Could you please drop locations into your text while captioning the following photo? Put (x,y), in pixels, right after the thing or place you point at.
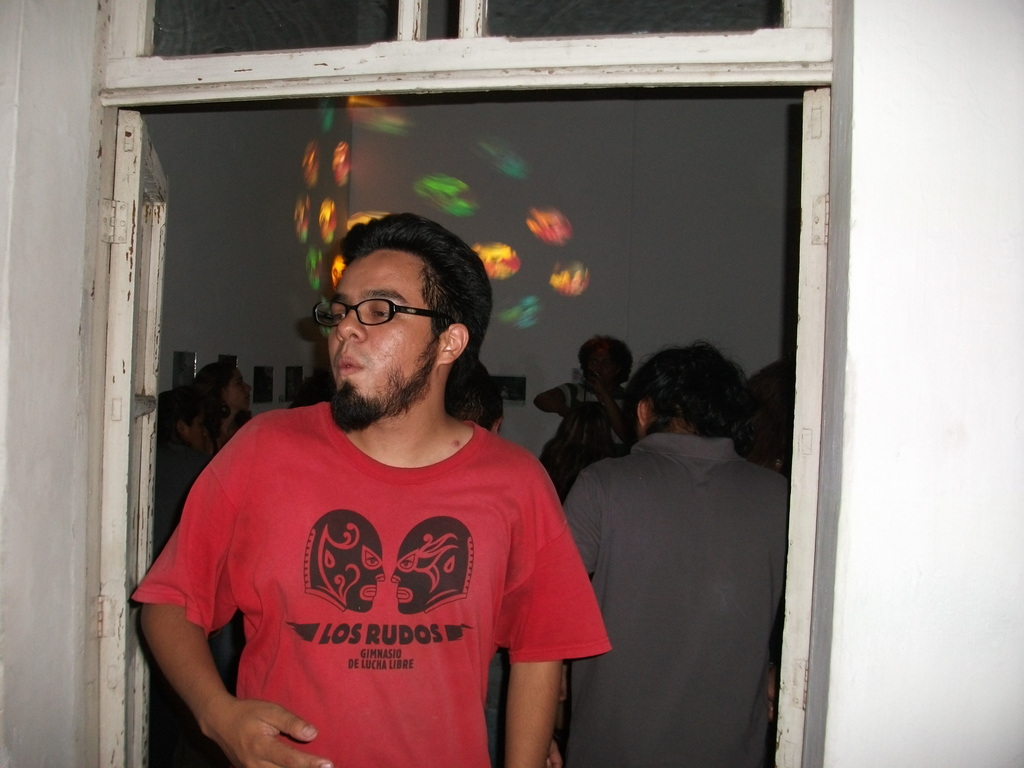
There is a man (410,332) standing in the foreground area of the image (493,475), there are people (602,415), it seems like frames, windows (180,12) and a door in the background (189,2).
